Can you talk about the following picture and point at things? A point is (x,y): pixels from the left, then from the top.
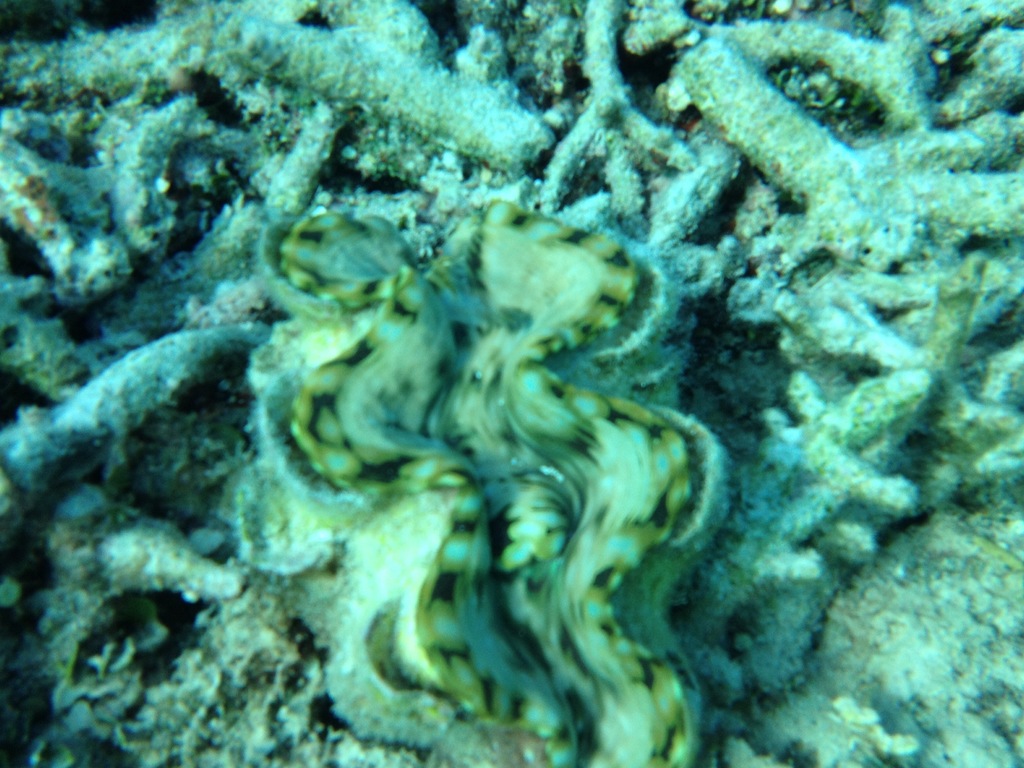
In this picture, we see the Tridacna clam (447,456) and some aquatic animals (760,561).
